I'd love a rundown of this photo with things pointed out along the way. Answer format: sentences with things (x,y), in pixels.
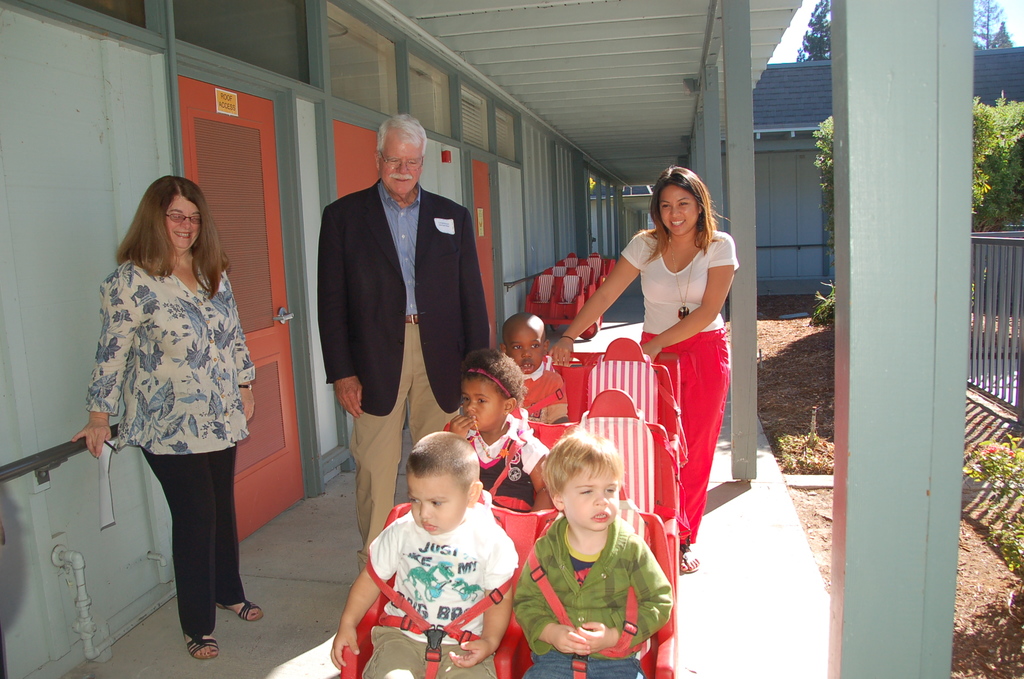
In this image there are three persons (343,283) standing with a smile on their face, in front of them there are children (511,546) sitting on the chairs (603,407). On the left side of the image (171,105) there is a building (365,75). At the top of the image (572,62) there is a metal shed (579,34) and on the right side of the image (966,193) there are pillars (968,178) of a building (968,310), railing (1002,296) and trees (981,202).
